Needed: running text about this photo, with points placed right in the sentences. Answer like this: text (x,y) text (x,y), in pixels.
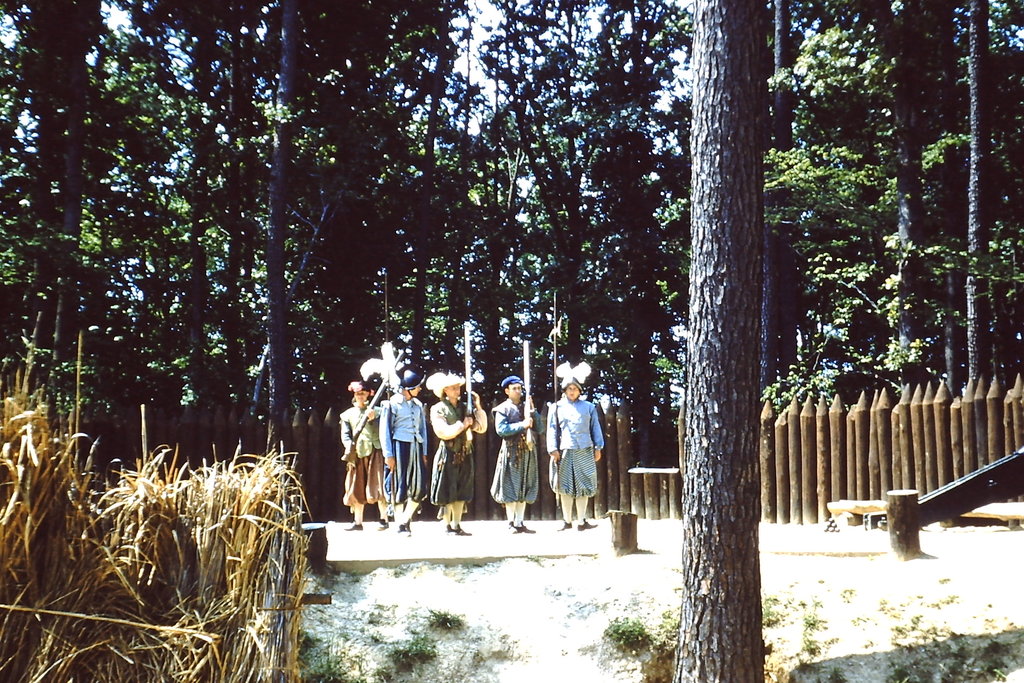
In this picture I can see trees (510,174) and few people (451,438) standing and holding something in their hands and I can see grass (247,630) on the left side (22,505) and looks like sand (455,592) on the ground (547,609) and I can see a sky (473,58).
